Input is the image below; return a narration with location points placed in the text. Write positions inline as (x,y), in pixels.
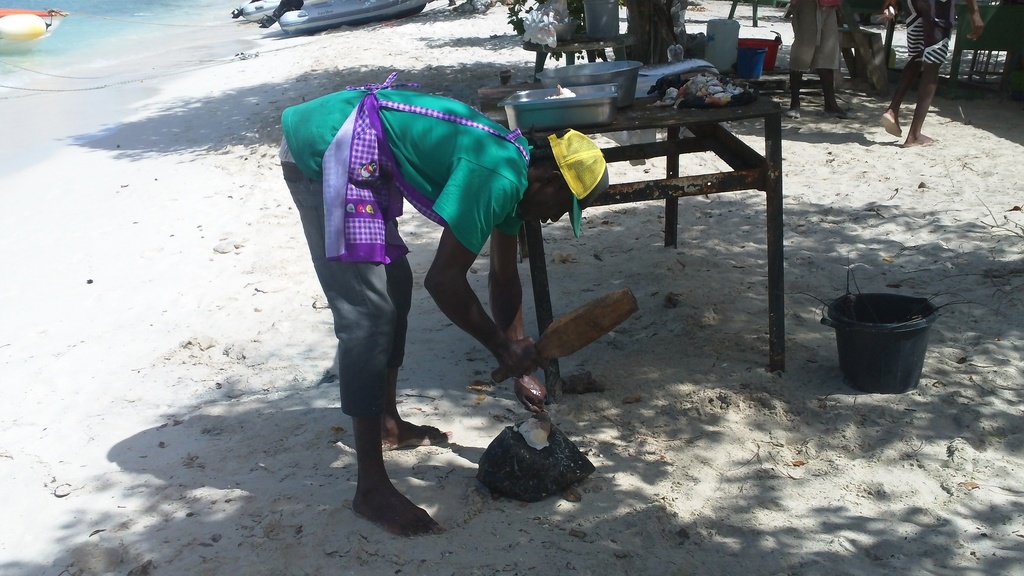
This is a beach (31,223). At the bottom (691,483), I can see the sand (701,423). In the middle of the image (396,245) there is a man (445,294) bending and holding a bat (592,324) and meat (537,445) in the hands (512,349). Beside him there is a table (677,147) on which few bowls (592,103) and some other objects (668,93) are placed. Beside the table (705,121) there is a tub (870,316). At the top of the image (798,30) there are few objects (591,20) and two persons (802,35) are standing. In the top left-hand corner (52,56), I can see the water (57,61) and there are boats (332,8).
